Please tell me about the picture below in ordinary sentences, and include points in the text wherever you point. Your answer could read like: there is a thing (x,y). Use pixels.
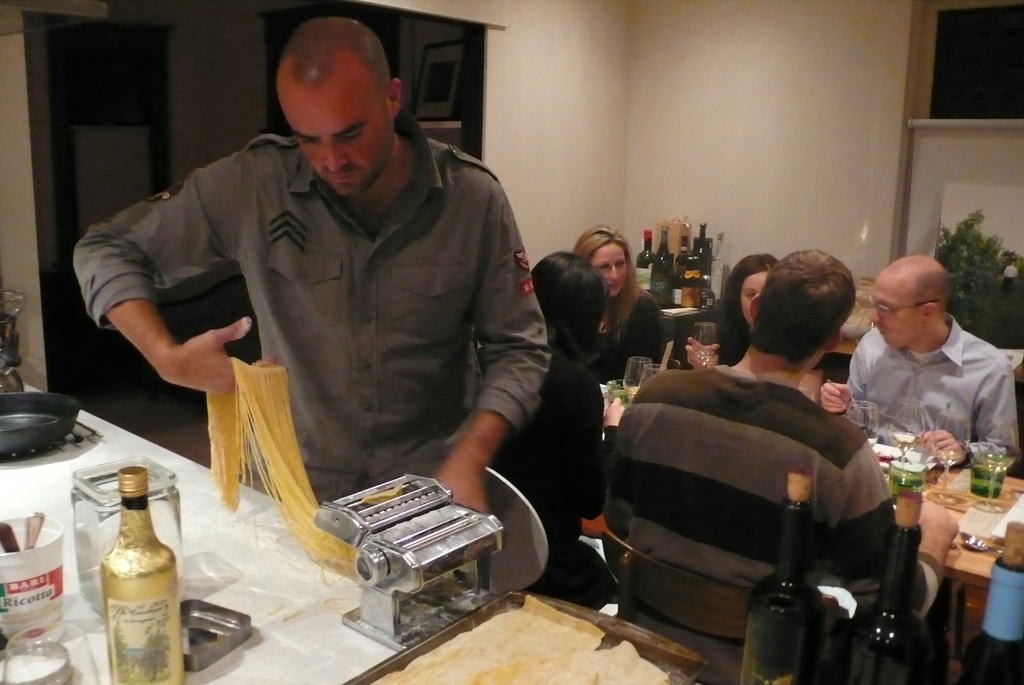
In this image we can see a man (358,483) working with machine (415,583). We can see bottles (119,580), jars (52,600), pan (54,430) and some things (419,665) on table (340,668). In the background (710,474) we can see people (662,426) sitting on chairs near table (1015,488) on which plates (890,451) and glasses (997,488) are placed.
